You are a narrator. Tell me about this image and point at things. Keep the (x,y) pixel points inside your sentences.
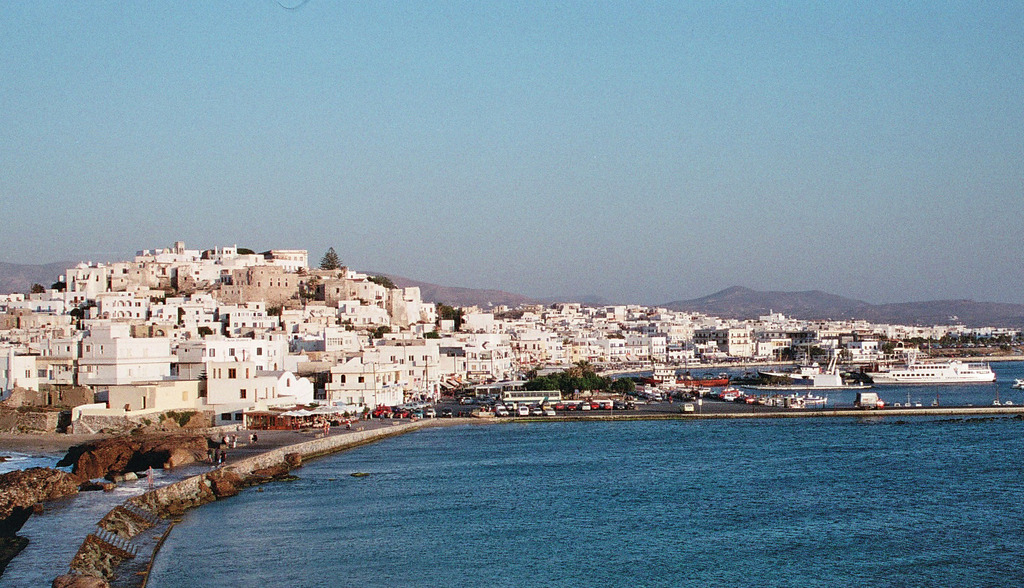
In this picture we can see water (637,502), beside the water (658,497) we can see vehicles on the ground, here we can see ships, boats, trees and in the background (760,155) we can see buildings (840,330), mountains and sky (733,143).
